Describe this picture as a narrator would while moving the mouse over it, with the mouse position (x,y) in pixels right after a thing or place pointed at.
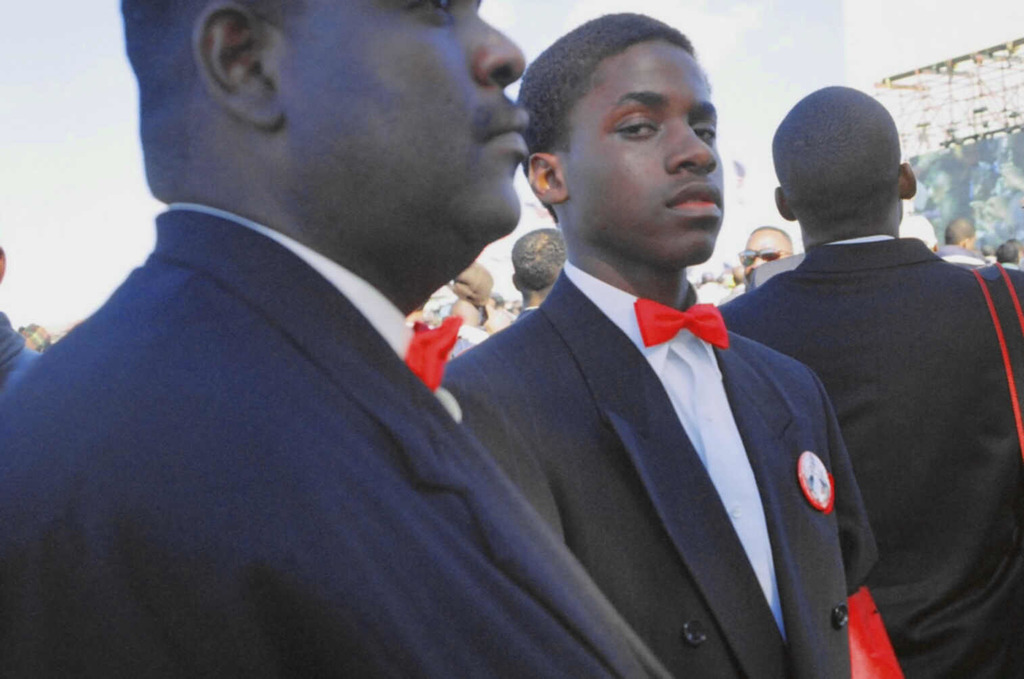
In this image we can see people (574,268). These people (518,349) wore suits (738,373).
